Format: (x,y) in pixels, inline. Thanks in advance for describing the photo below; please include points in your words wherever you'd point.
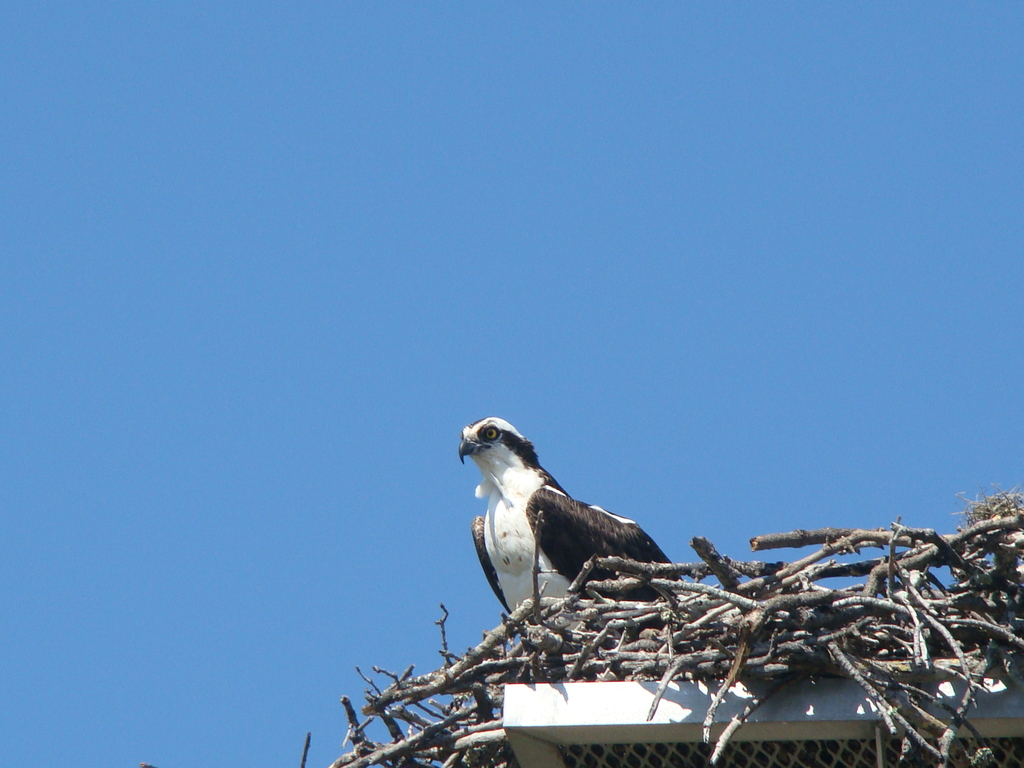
In this image at the bottom (536,709) there may be a fence (602,694), on which there are some sticks (787,610), bird (489,546), at the top (375,169) I can see the sky (356,375).
